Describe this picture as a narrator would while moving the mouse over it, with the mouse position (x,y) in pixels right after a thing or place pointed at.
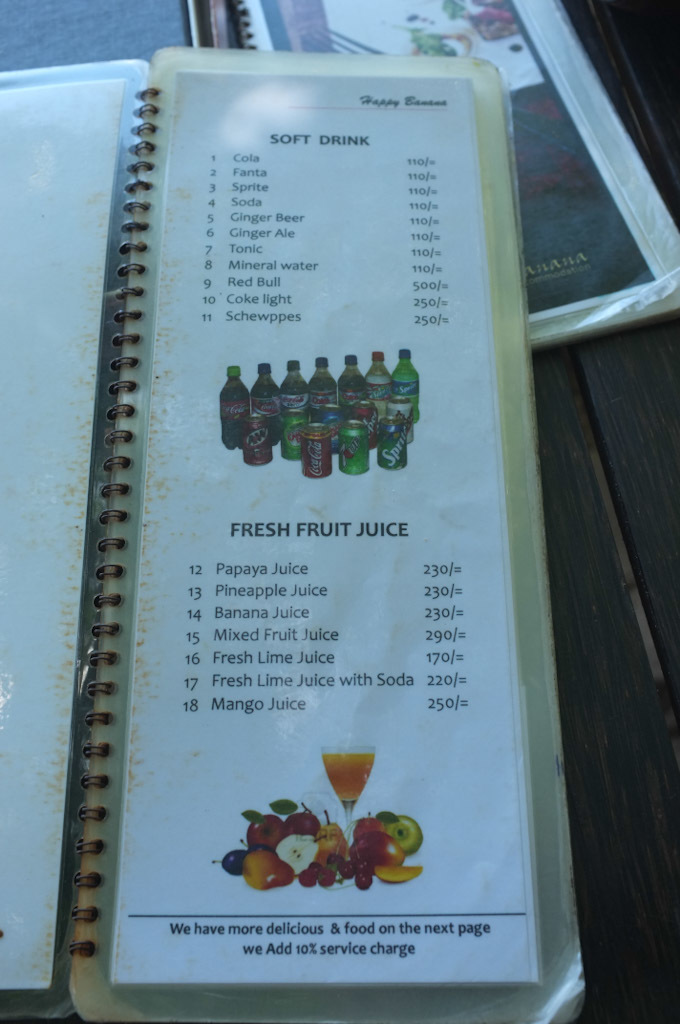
In this picture we can see menu books (505,263) and we can find some text (272,267) in the book (314,331).
